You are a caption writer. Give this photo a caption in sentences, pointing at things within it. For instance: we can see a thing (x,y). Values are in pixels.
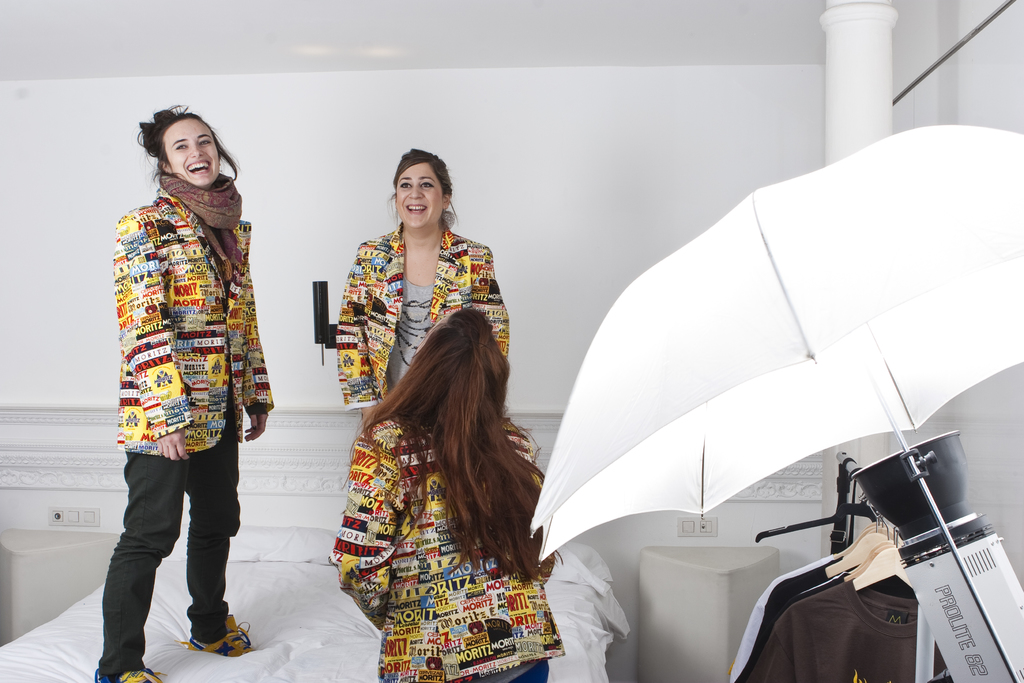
In this image, we can see people (376,375) wearing clothes (383,386). There is a photo umbrella (898,399) on the right side of the image (943,365). There is a pillar (846,143) in front of the wall (679,246). There is a bed (331,577) at the bottom of the image (286,582). There are clothes (889,609) in the bottom right of the image (903,625).
